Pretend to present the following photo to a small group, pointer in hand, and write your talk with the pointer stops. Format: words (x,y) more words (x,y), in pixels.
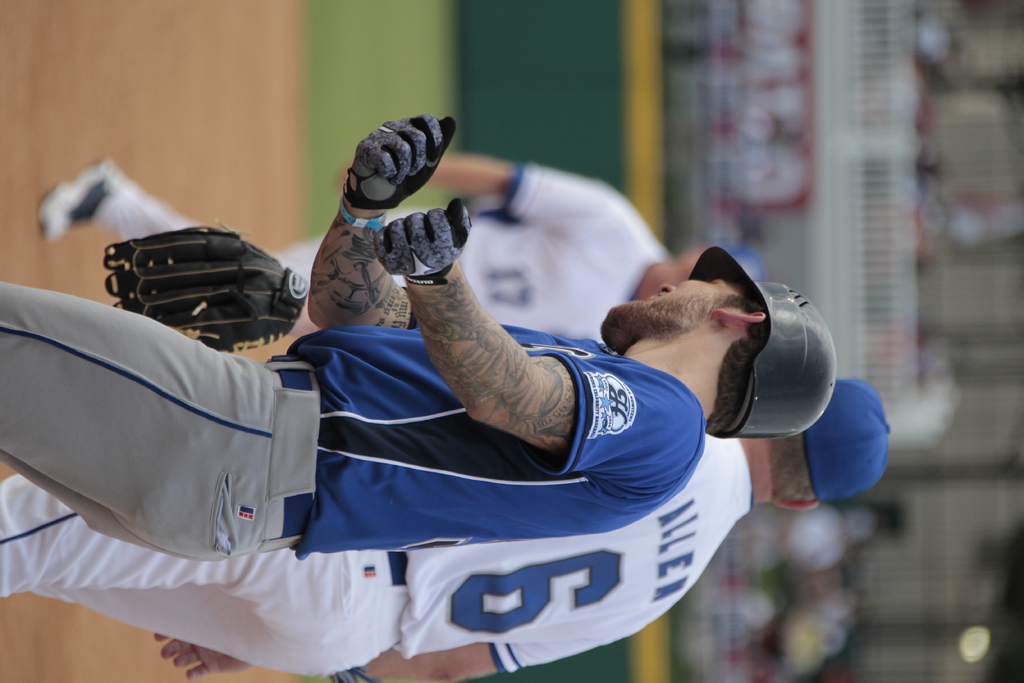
In this image, there are three people (545,532) standing. This man (404,487) wore a glove (223,303). The background (899,609) looks blurry.
